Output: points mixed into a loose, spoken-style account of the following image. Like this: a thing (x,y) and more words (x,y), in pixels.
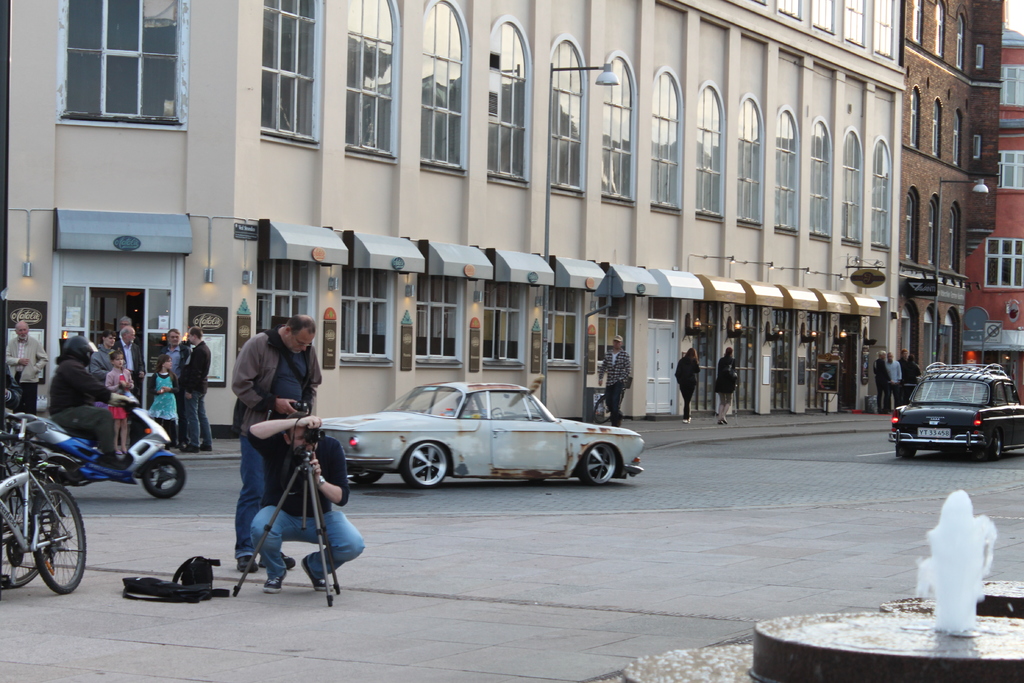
In this image there is a person (260,435) holding a camera (304,433) which is on the tripod stand (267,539), fountain (989,528), group of people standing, and in the background (34,188) there are vehicles (469,460), buildings (700,391).
